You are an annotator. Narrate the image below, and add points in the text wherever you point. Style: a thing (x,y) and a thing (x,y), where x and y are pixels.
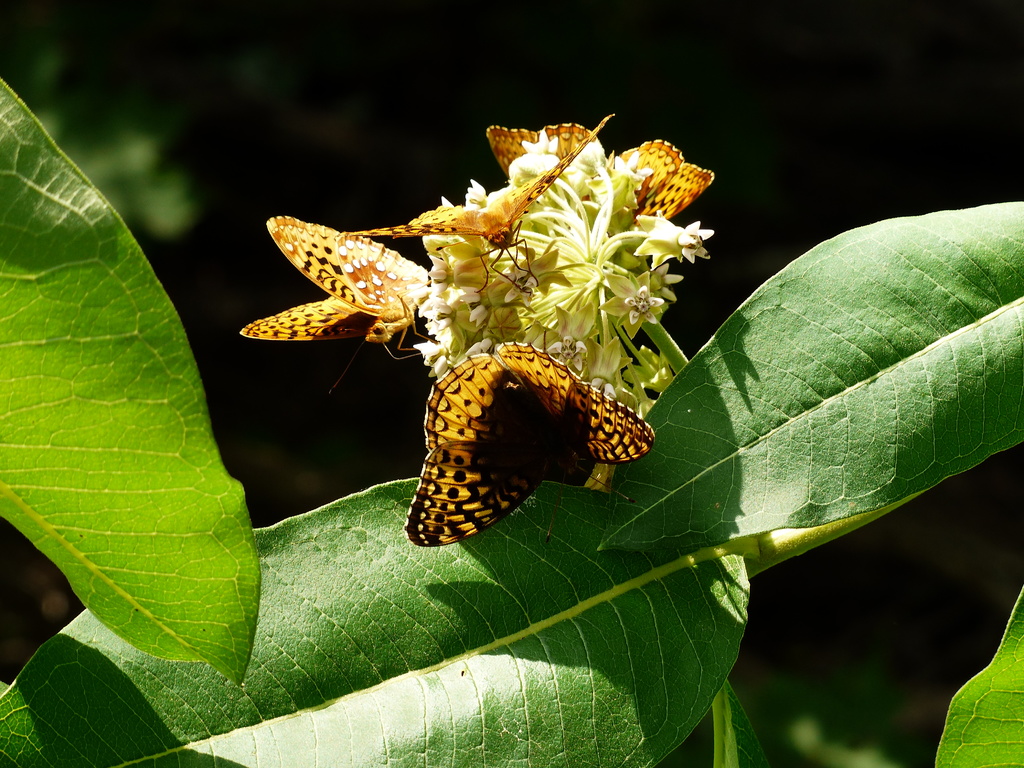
In the given image i can see a few butterflies (433,527) on the flowers (569,280) and leaves (443,596).
